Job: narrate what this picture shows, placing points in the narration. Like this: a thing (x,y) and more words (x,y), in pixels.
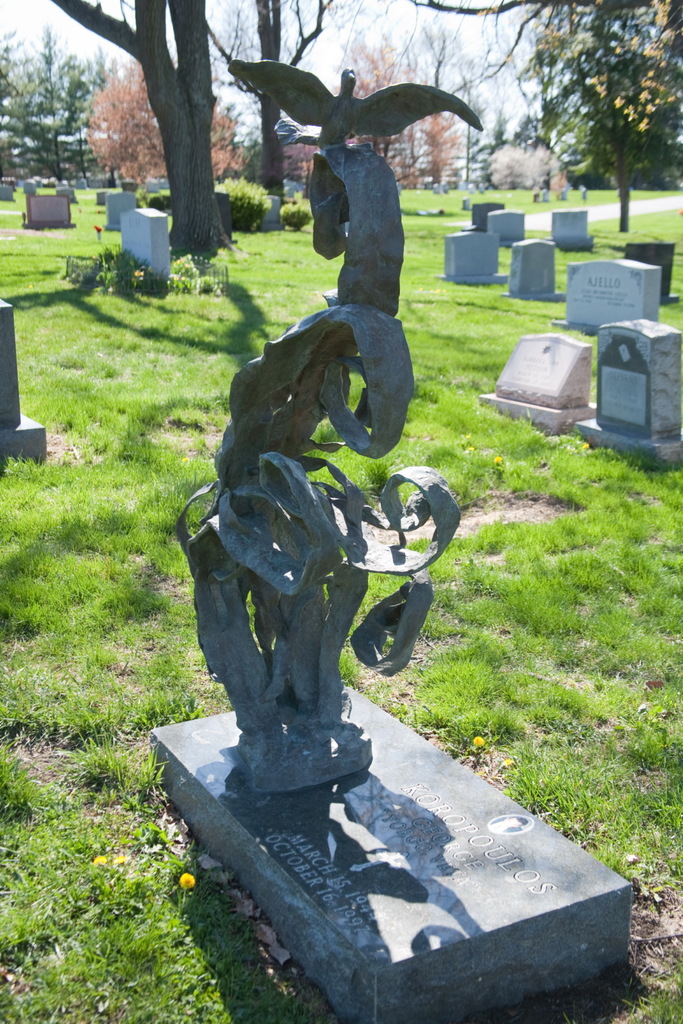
To the front (408,896) middle of the image (334,342) there is a cemetery (383,884) with a statue (278,535) on it. In the background (280,300) on the grass (256,306) there is a cemetery (522,213) and also there are many trees (55,88).
